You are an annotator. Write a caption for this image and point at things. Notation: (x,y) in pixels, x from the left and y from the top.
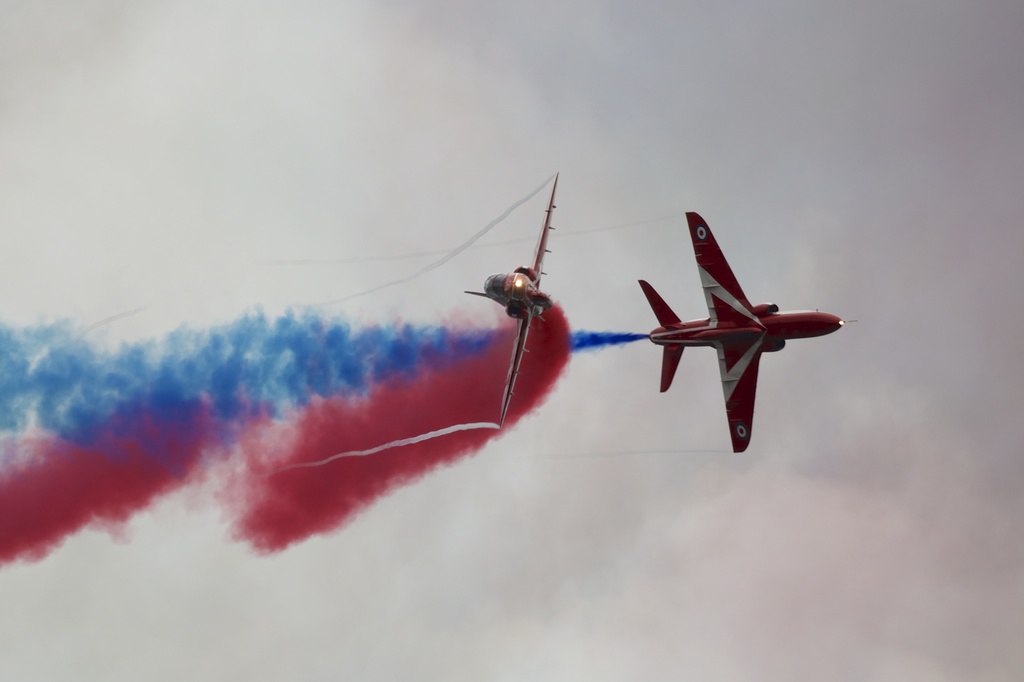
In this image there are two aircraft (711,323) flying in the sky (561,156), they are releasing colored smoke (355,402).
